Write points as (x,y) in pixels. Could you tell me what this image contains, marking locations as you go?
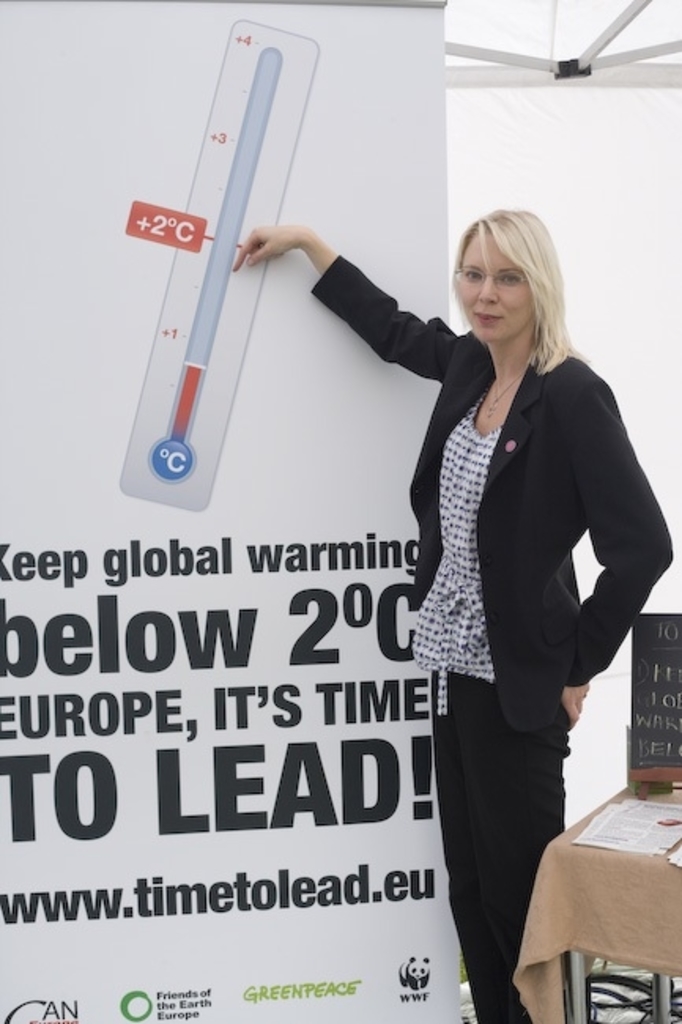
In this image there is a woman (241,267) standing and smiling and holding a hoarding (326,126), and at the back ground (486,129) there is tent (640,399), table (668,868), papers (625,810), board (654,740).
